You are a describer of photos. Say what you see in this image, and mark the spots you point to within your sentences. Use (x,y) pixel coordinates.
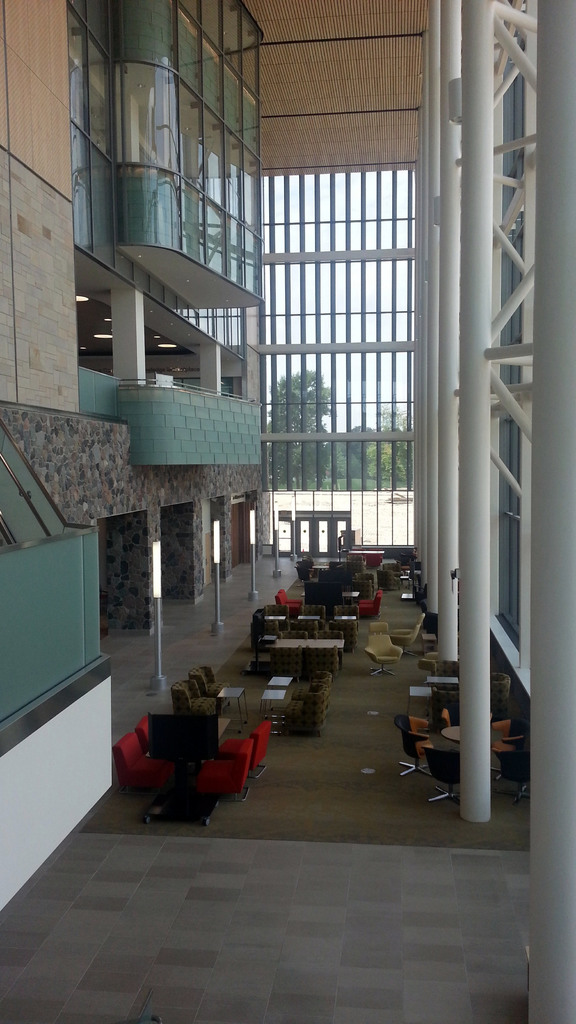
This is an inside view. On the right side (527,403) there are few poles (437,138). On the left side (33,329) there is a wall (32,368) along with the pillars (125,303) and glass windows (154,164). At the bottom (502,718) there are many tables (326,642) and empty chairs (269,731) on the floor (221,892). In the background (302,339) there is a glass (327,279) through which we can see the outside view. In the outside there are many trees (296,418) and also I can see the sky (321,265).
